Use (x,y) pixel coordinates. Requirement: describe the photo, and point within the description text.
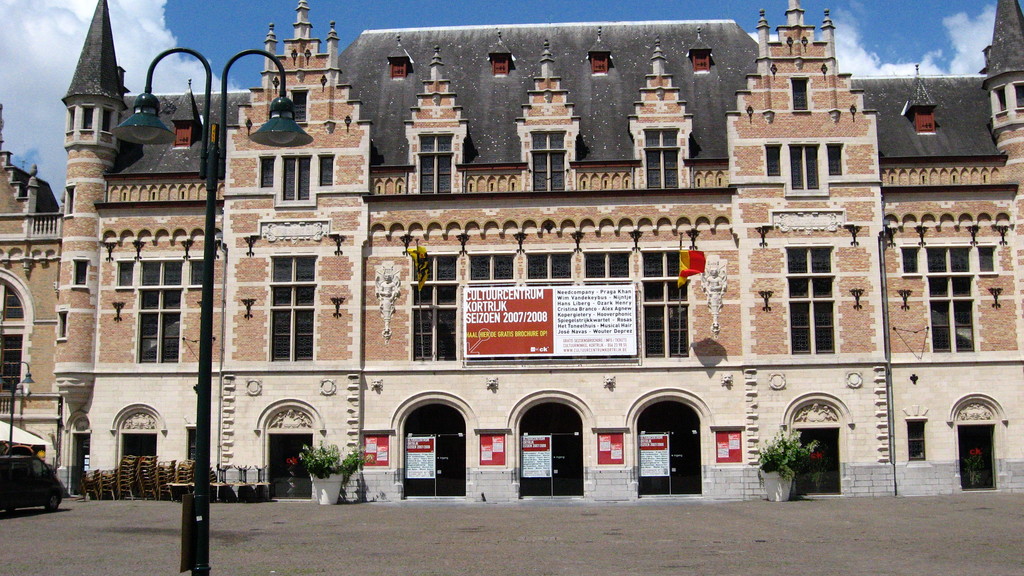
In this image we can see poles (198,549), chairs (231,471), lights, posters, board (601,325), flags (424,273), car (20,494), windows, and a building (692,301). In the background (938,32) there is sky (938,32) with clouds (843,62).
